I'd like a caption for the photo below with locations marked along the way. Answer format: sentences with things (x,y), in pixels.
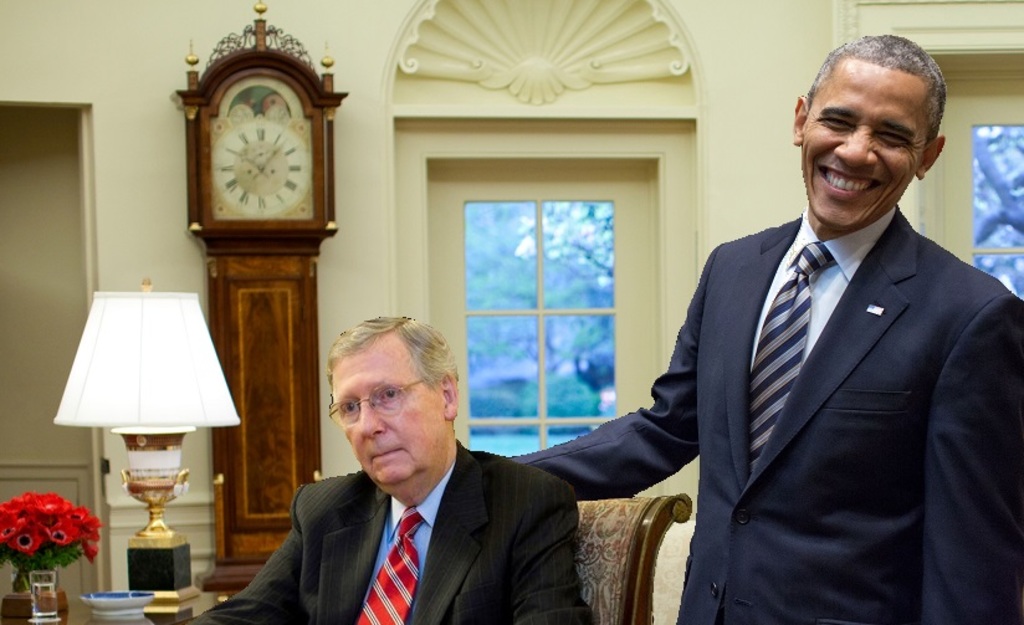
In this image we can see a person (958,448) standing on the right side of the image (939,460) is smiling. This person (527,538) is sitting on the chair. There are glass (54,593), plate (125,606), flower vase (22,499) and lamp (161,479) on the table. In the background (236,444) we can see a clock (261,351).
